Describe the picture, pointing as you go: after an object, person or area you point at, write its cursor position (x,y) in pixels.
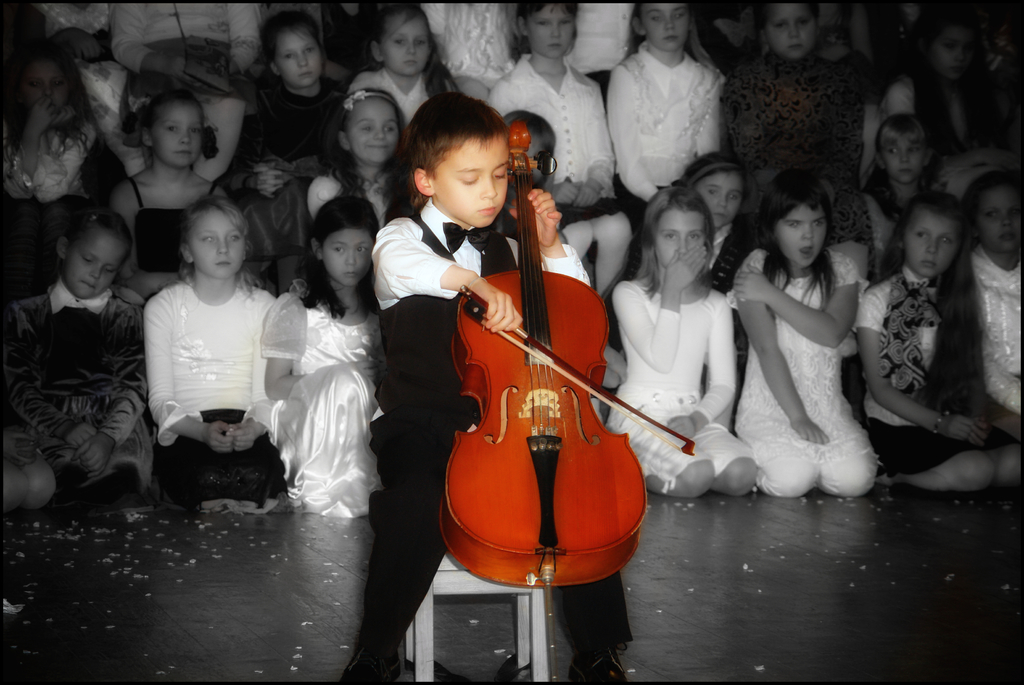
In the center (393,281) we can see one boy (411,486) sitting on the chair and holding cello (540,478). In the background (171,227) we can see group of peoples (752,137) were sitting, they were audience (712,210).
